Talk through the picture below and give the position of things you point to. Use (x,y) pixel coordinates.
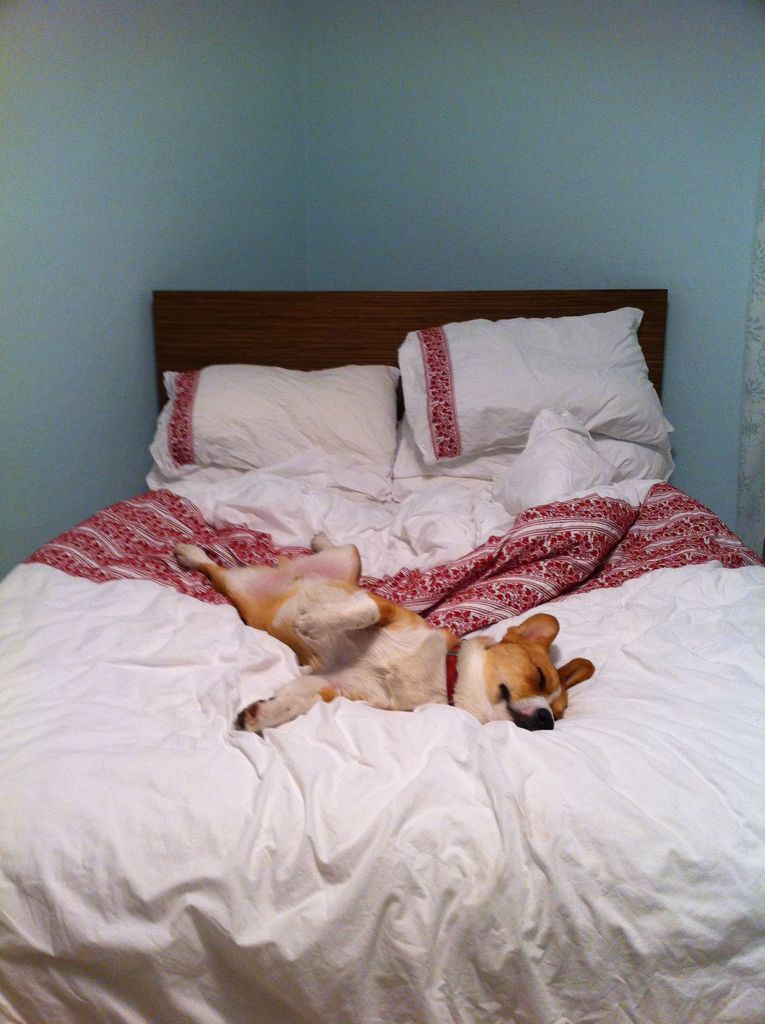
In the picture we can see a bed (454,546), on the bed (182,347) we can see a white bed sheet (430,562), white pillows (451,424) and we can also see a dog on it which is sleeping. In the background (623,271) we can see a blue wall (714,317).
